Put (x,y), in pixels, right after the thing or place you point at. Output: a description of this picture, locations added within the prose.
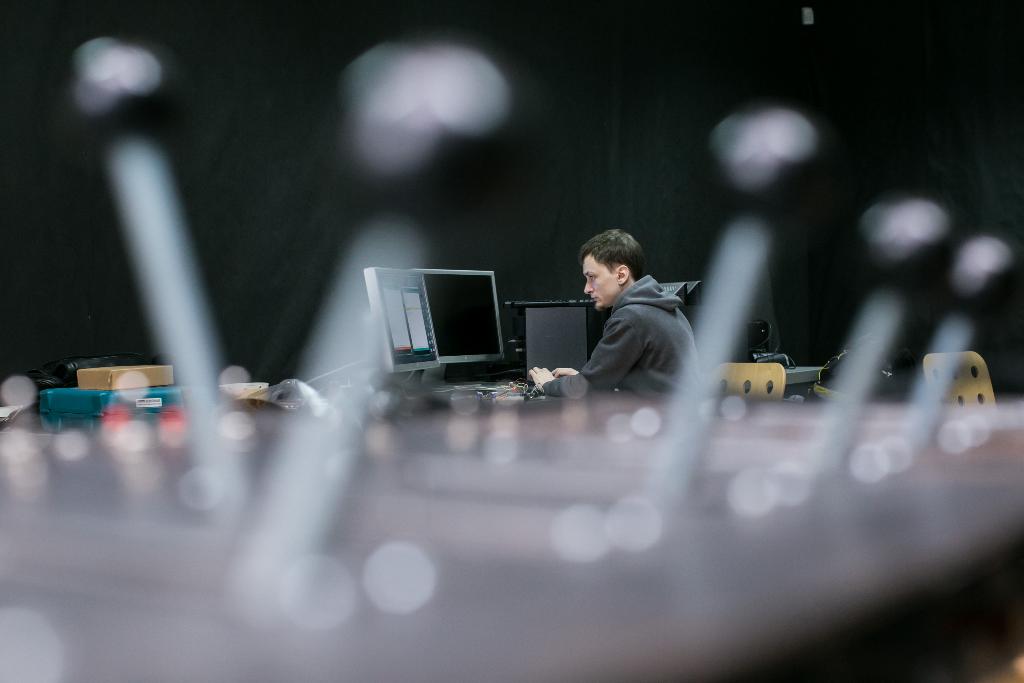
In this image there are few objects (841,421), behind that there is a person (635,282) sitting on his chair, in front of him there is a table (426,396) with monitor (460,331), CPU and a few other objects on top of it, beside him there is another chair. On the left side of the image (72,393) there are few other objects (151,408). In the background (219,120) there is a wall (518,61) with black color.
